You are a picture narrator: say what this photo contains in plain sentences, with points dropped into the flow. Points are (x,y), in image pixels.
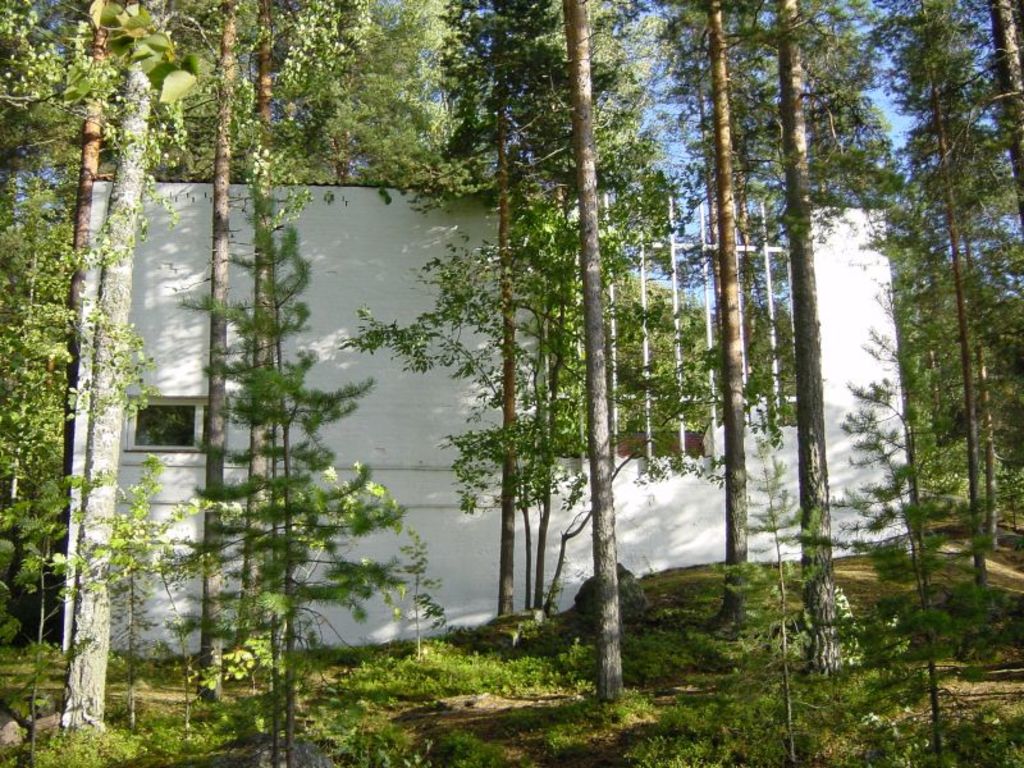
In the center of the image (500,305) there are trees (701,382). In the background (490,558) there is a building (467,557). At the bottom (697,734) there is grass (696,734).
